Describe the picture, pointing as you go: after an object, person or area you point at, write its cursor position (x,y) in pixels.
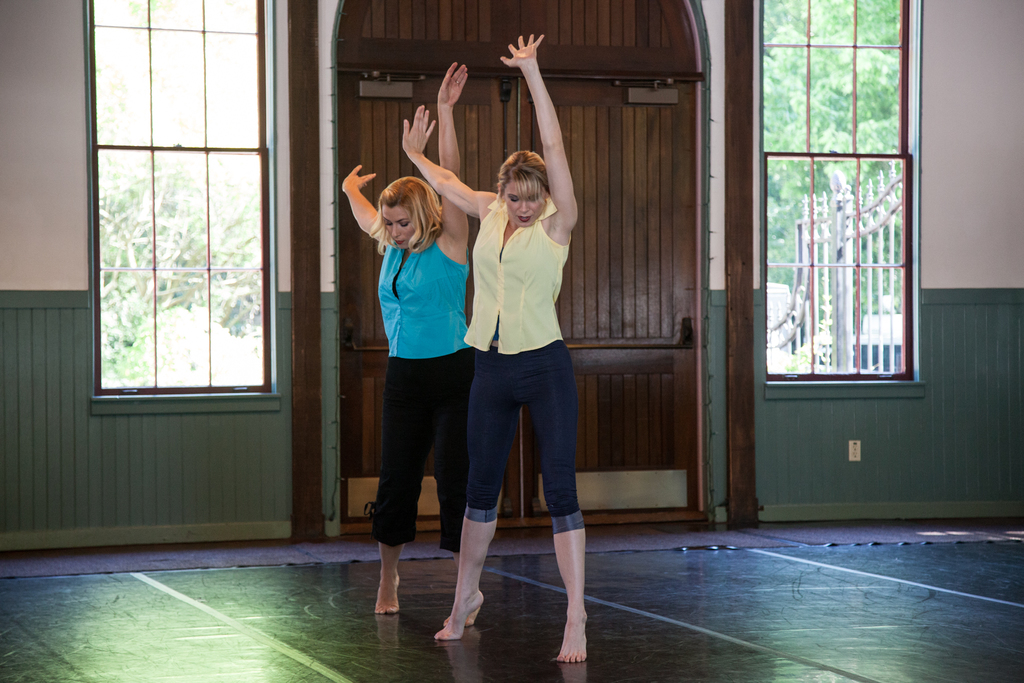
In this picture we can see two women (544,277), they are standing, behind them we can see few metal rods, in the background (806,123) we can find few trees (827,82).
